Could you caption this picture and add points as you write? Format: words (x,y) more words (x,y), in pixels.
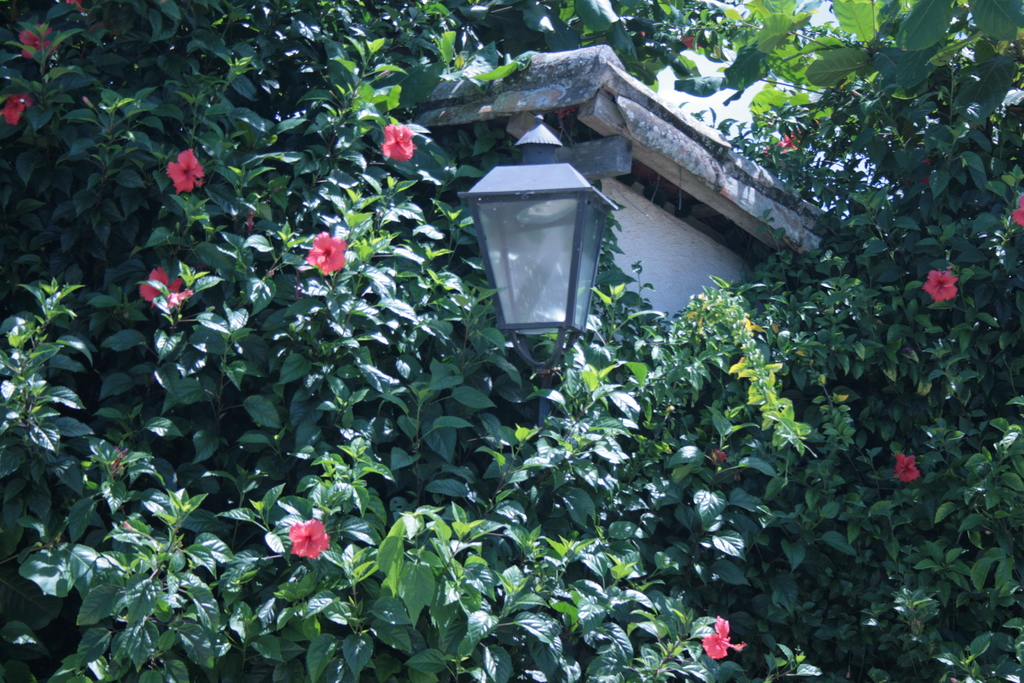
In this image, we can see plants (241,207) with green leaves (378,533) and there are also flowers (314,249) which are red in color and there is also a light pole (579,306) in between the plants (599,424).
